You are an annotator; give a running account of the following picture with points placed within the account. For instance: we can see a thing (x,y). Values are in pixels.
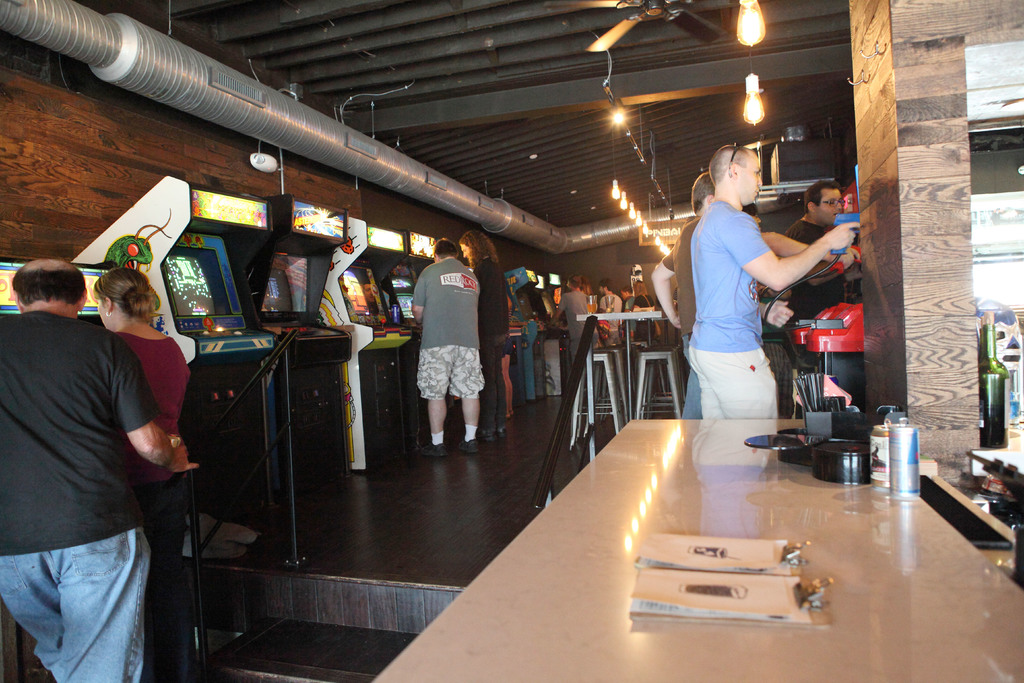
There are group of people (485,334) standing in front of a gaming box (343,329).
